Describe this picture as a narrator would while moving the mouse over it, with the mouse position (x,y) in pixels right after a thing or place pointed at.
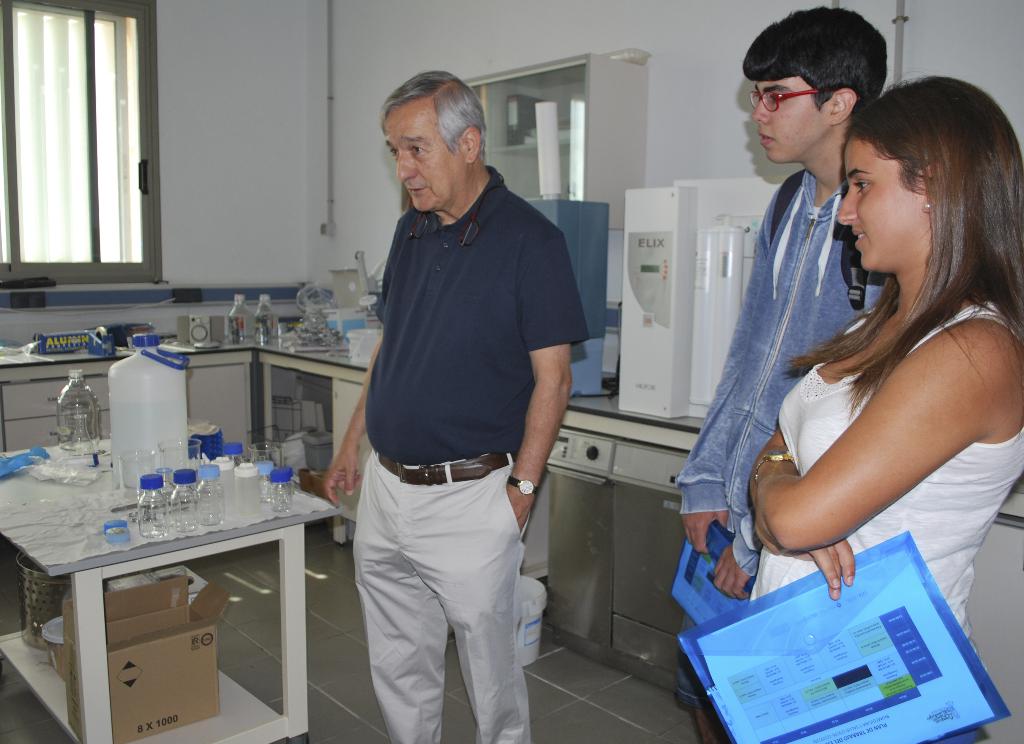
In this image we can see some people (543,437) standing on the floor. In that we can see a man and a woman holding the files (804,695). We can also see a table (228,711) beside them containing some bottles (191,510), containers (132,479), cloth (96,502) and a cardboard box (170,658) on it. On the backside (200,374) we can see an electric device (689,368), bottles (235,318) and some objects (328,318) placed on a table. We can also see a cupboard (536,190) with some objects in it, a wall (270,120) and a window (97,167).
